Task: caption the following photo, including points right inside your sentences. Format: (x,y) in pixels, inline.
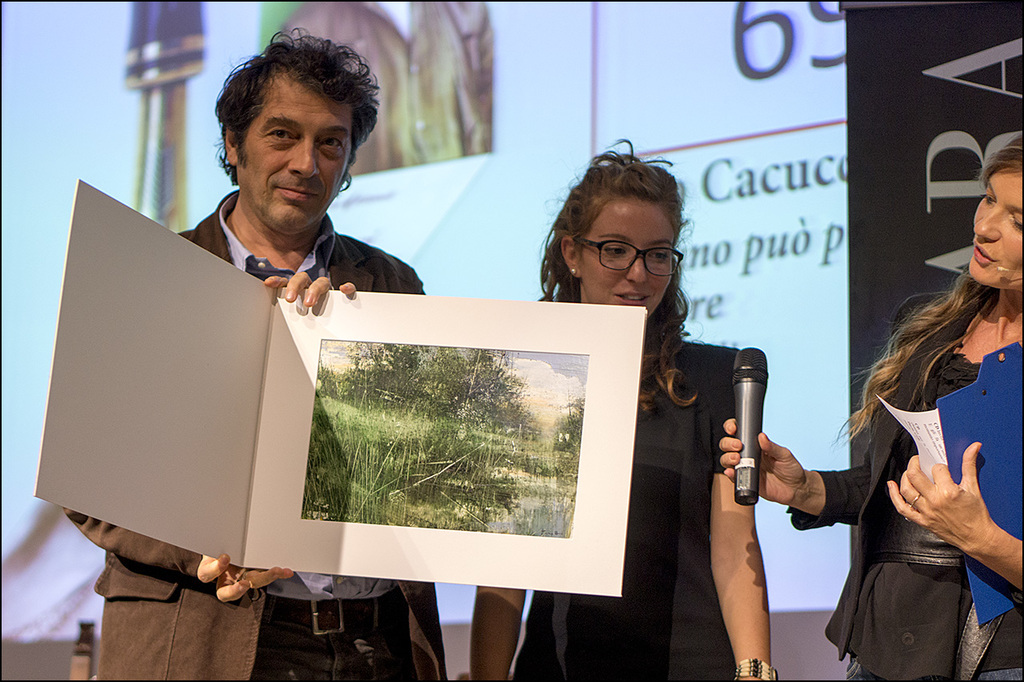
Woman (947,665) on the right corner of the picture (786,477) is holding microphone (751,354) in her hand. She is even holding blue pad (965,427) and paper (931,466). Beside her, woman (701,532) in black dress (650,592) who is wearing spectacles (651,257) is smiling. Beside her, man (146,622) in brown jacket (181,603) is holding photo frame (351,352) in his hands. Behind them, we see a board (731,136) on which text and images (447,116) are displayed.
